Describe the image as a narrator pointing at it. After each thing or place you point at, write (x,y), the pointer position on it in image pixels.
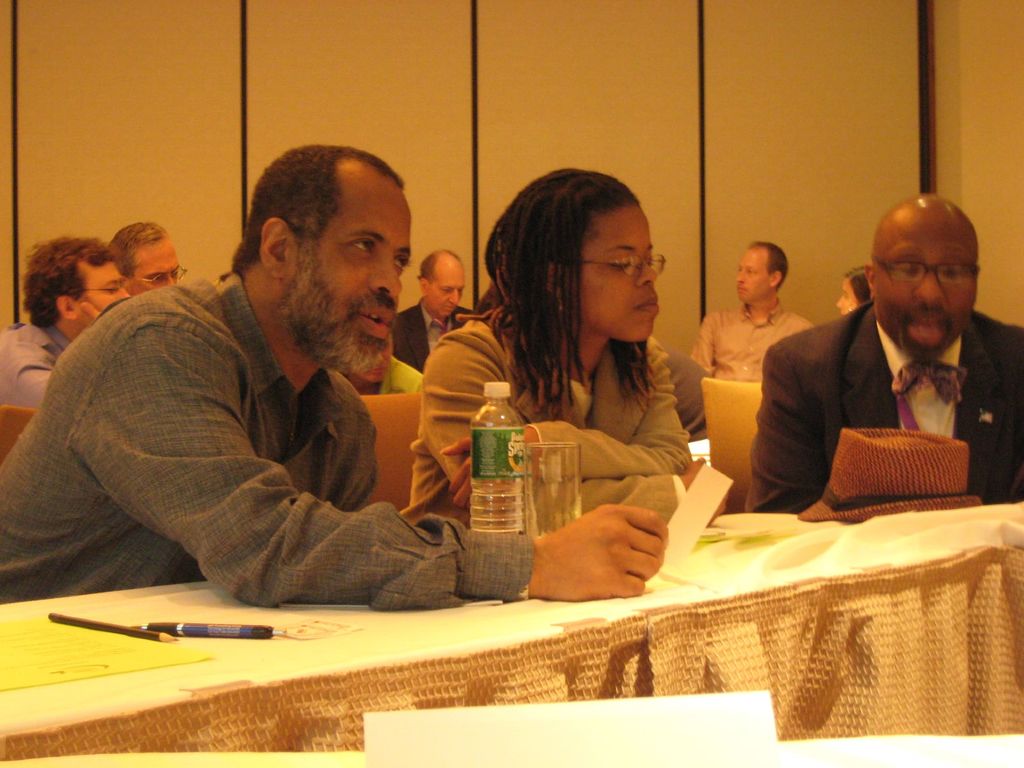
In this image there are persons (598,404) sitting on a chair (380,460). In the front (618,628) there is a table (617,646), on the table (430,622) there is a bottle (516,501), and there is a glass (565,493), there are papers (177,650) and is a hat (869,477) which is brown in colour. On the left side of the table (199,639) there is a pencil (138,634) and there is a pen (174,634).
